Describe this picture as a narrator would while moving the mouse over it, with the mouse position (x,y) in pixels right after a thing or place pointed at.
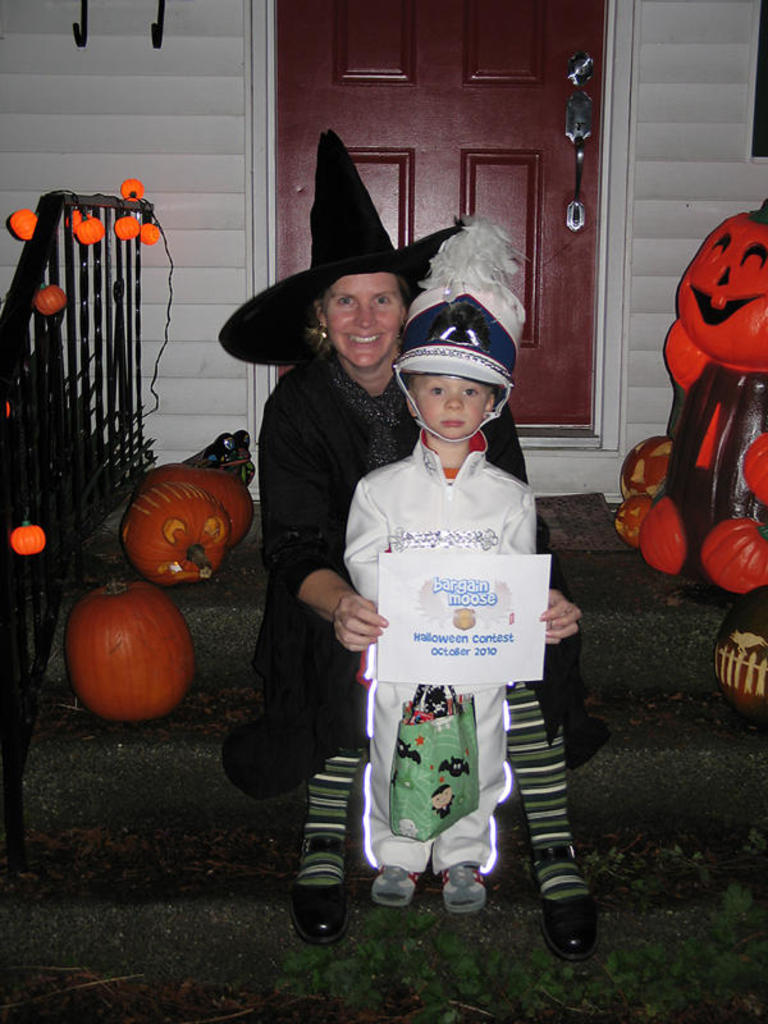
There are steps (211,683). On the steps (211,683) there is a lady (276,450) wearing hat (279,354) and holding a poster (463,629) is sitting. Also there is a boy (398,518) wearing helmet (422,280) and holding a packet (442,764) is standing. On the steps (113,548) there are pumpkins (679,553). In the back (248,79) there is a wall (187,36). Also there is a door (449,122). There is a railing (41,386) with lights (99,229). And there are some decorations (725,468).
